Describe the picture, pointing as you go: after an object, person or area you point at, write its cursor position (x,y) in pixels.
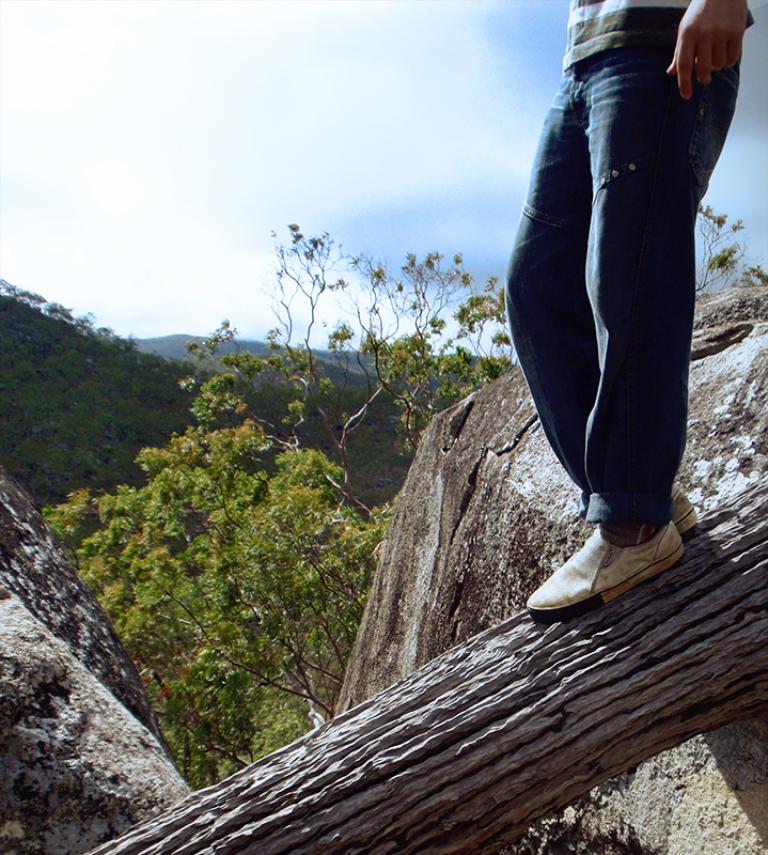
In this image I can see a tree trunk (540,675) in the front (578,706) and on it I can see one person (592,47) is standing. In the background (336,560) I can see number of trees (333,547), mountains (256,397), clouds (321,225) and the sky (380,151). I can see this person (540,233) is wearing jeans (599,235) and white shoes (640,574).
